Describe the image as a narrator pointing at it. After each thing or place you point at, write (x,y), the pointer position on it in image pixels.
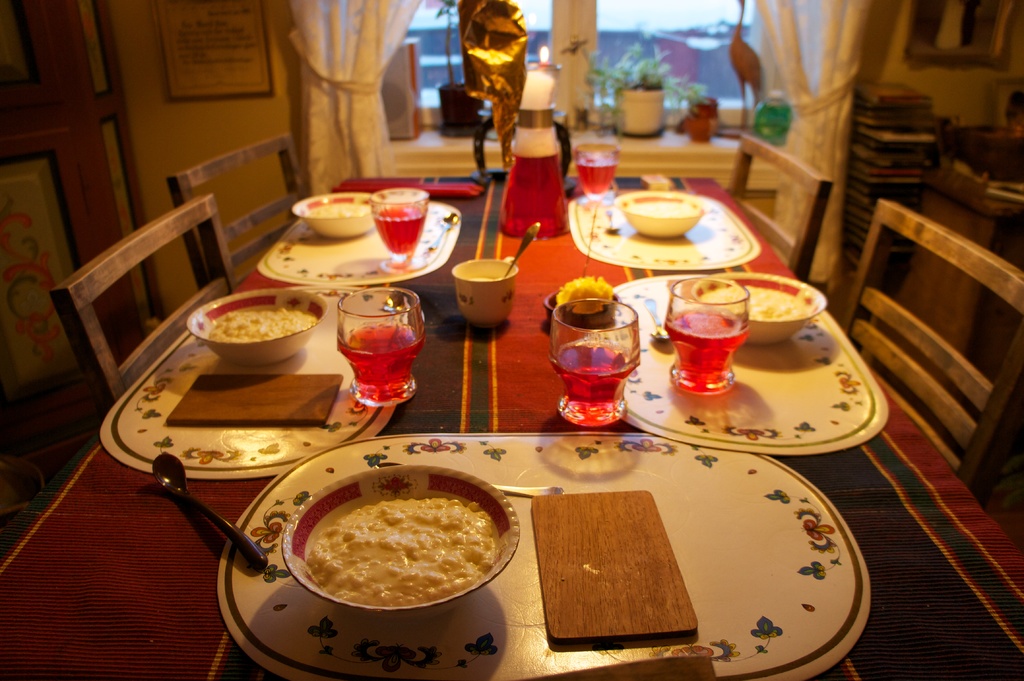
This picture shows food (421,523) in the bowls (316,543) and glasses (350,345) and cups (484,287) on the table (246,290) and we see few chairs (216,286) around.
